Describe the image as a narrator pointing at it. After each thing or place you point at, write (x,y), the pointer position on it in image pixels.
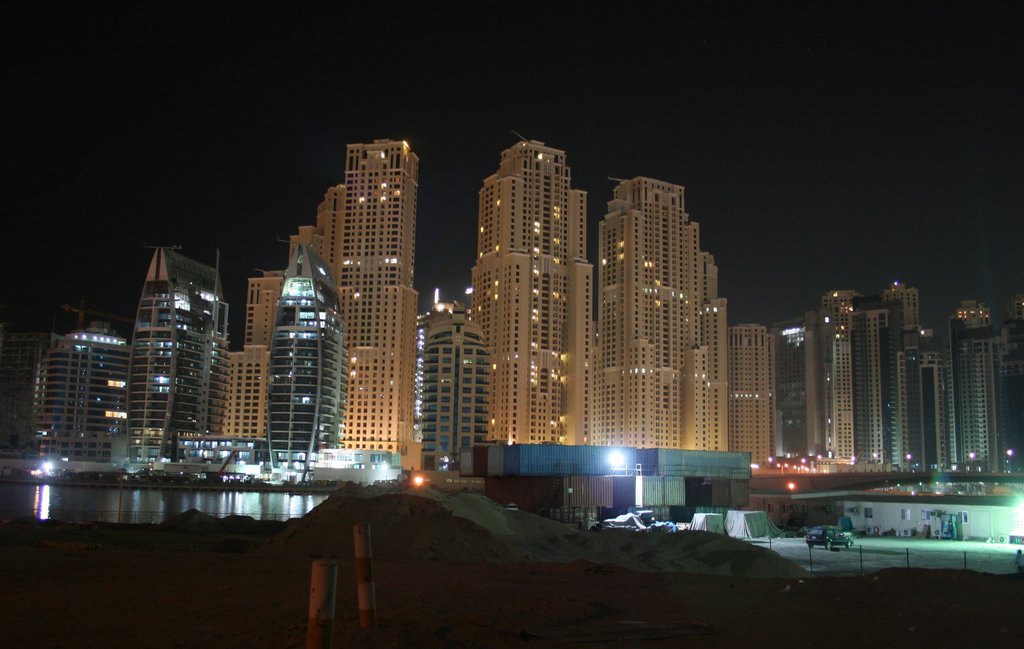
This picture is clicked outside the city. At the bottom (495,588), we see the sand (400,573) and the poles (367,624). Here, we see a black car (825,547). Beside that, we see the boxes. On the right side (873,526), we see the buildings (908,523). On the left side (251,504), we see water (93,501) and this water (157,513) might be in the pond (207,508). There are buildings (625,427), street lights (968,454) and poles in the background (652,383). At the top (343,155), we see the sky (749,139). This picture is clicked in the dark.
